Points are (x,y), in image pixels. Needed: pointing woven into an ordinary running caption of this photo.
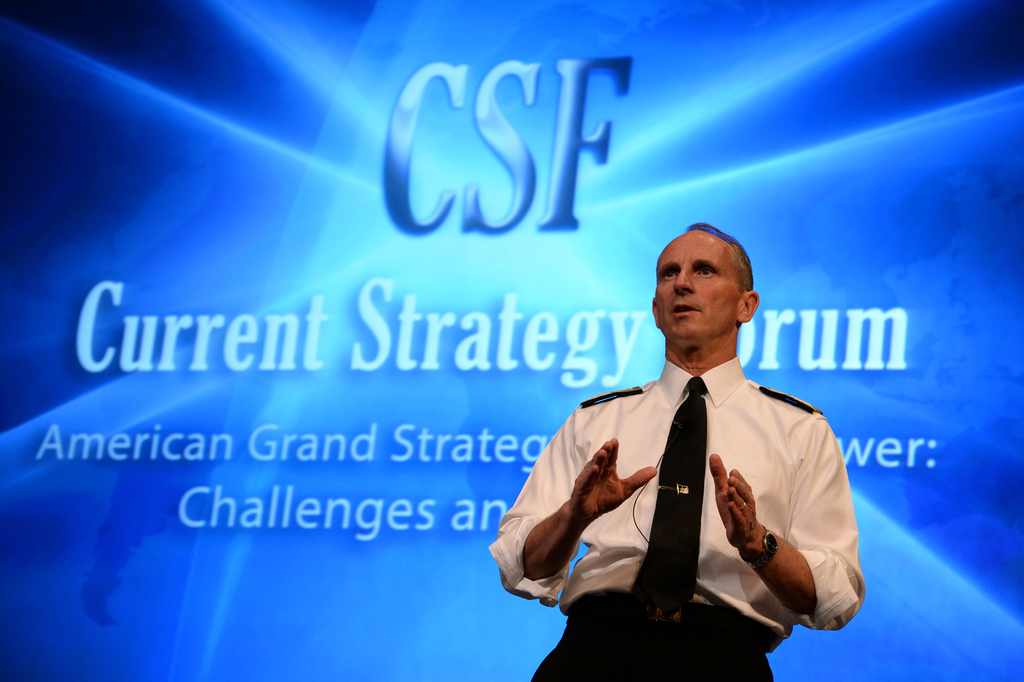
In this image I can see a person (718,431) standing, wearing white shirt (724,417) and a tie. There is a blue screen (399,443) at the back (456,304).
